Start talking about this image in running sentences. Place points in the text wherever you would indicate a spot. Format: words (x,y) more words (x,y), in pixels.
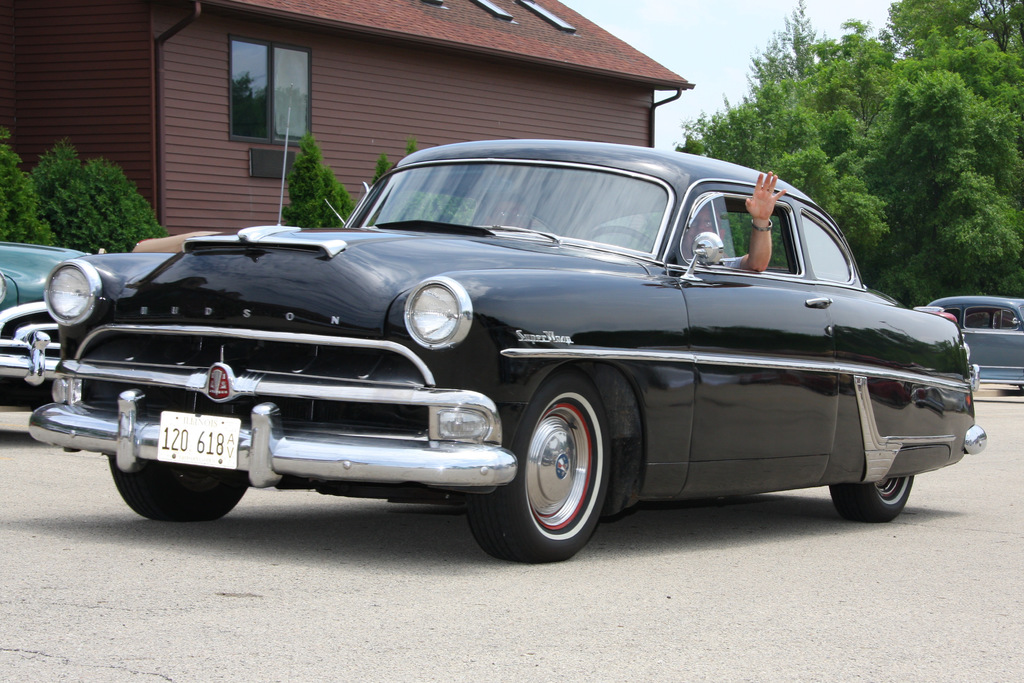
In the foreground of this image (511,571), there is a black car (668,475) on the road (733,612) and a hand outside through the window (787,228) of the car (788,214). In the background (404,67), there is a house (367,72), few trees (871,138), two cars (32,264) and the sky (719,60).
